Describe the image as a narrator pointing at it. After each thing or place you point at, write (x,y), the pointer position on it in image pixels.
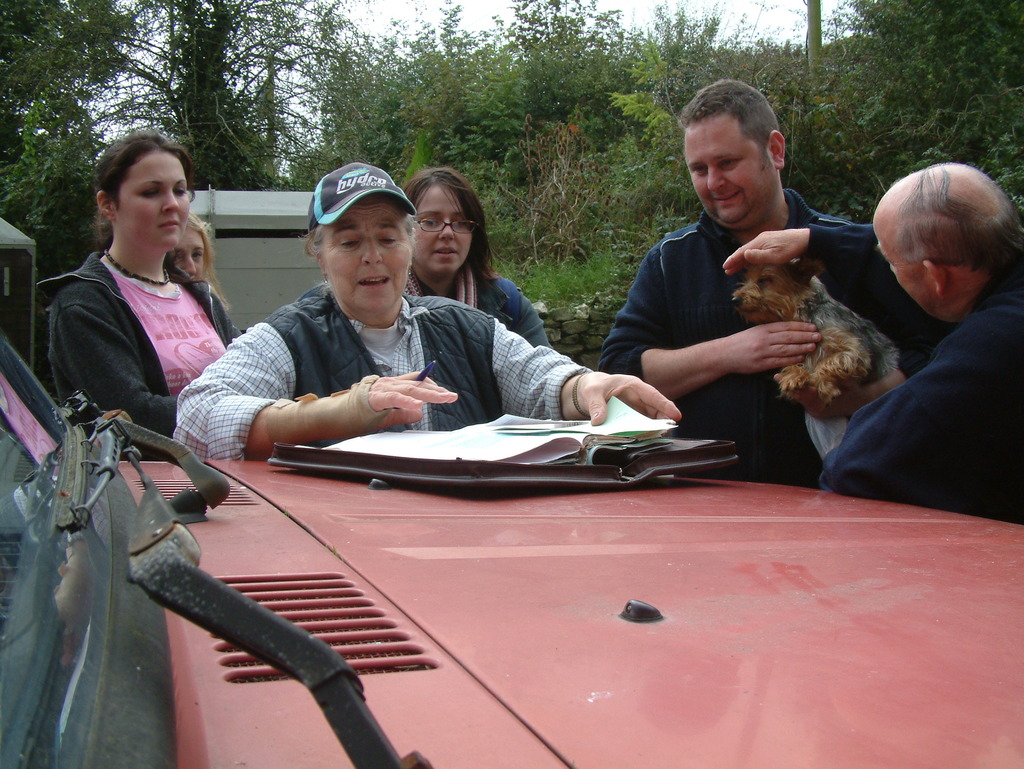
At the top (726,38) we can see sky (727,20). These are trees (401,97). Here we can see few persons (134,354) standing in front of a vehicle (403,650). We can see this person (410,361) holding a pen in hands (400,401) and this is a file (535,469). Here we can see this man (851,410) holding a dog puppy (822,316) in his hands (777,361).
